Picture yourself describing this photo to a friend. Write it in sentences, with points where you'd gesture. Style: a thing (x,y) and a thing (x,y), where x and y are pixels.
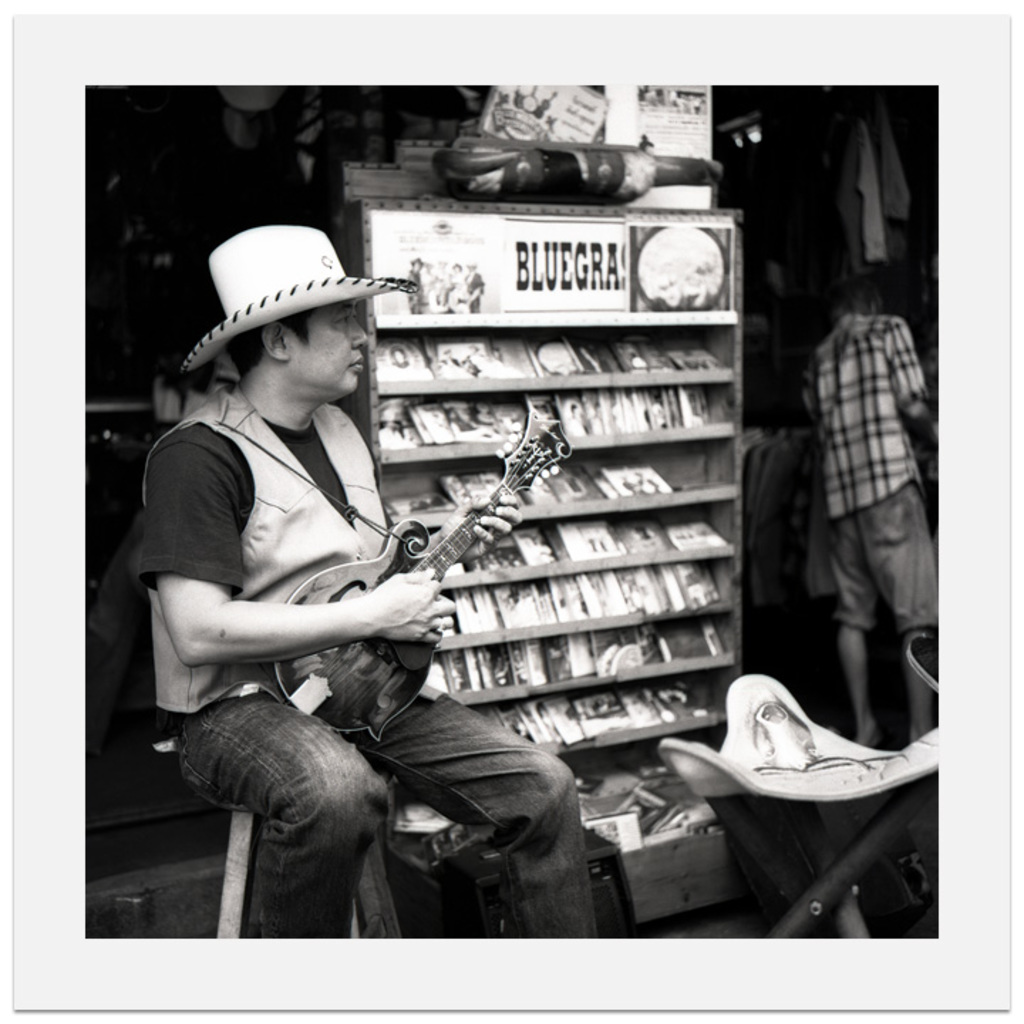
This is a picture taken in front of a shop (655,303). And there are the some CDs (600,421) kept on the rack (603,618). And a man (322,774) sit on the stool (240,832) holding a musical instrument (336,667) wearing a hat (225,313). On the right side (869,430) a man (874,447) standing.
